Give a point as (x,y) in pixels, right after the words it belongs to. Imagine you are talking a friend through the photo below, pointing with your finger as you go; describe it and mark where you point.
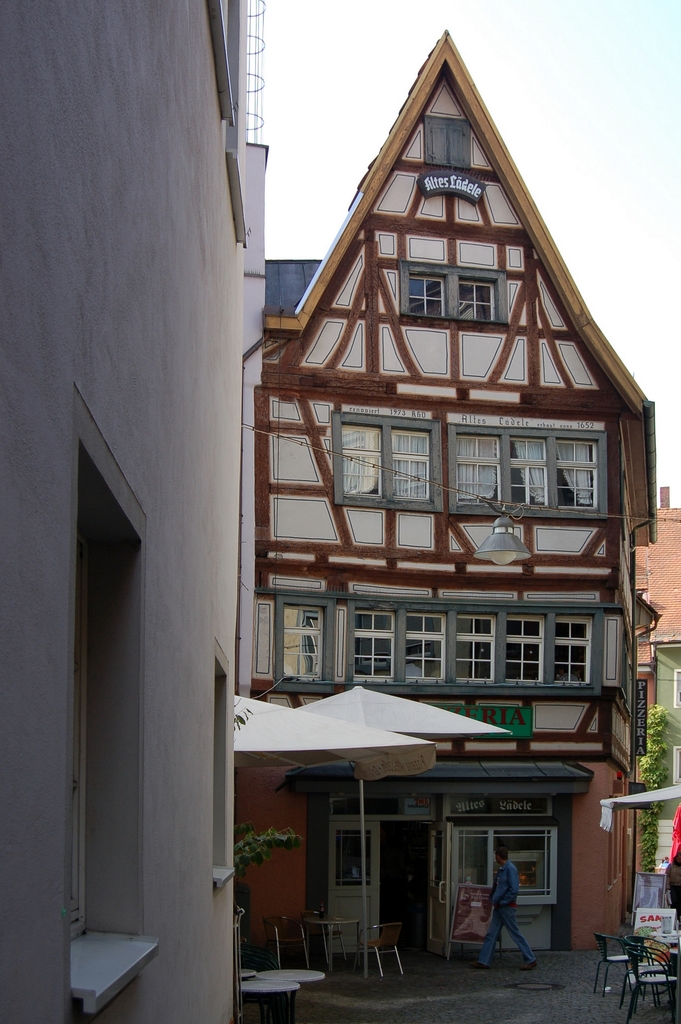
In this picture there is a building (503,472) which has a person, few chairs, tables (325,919) and umbrellas (394,742) in front of it and there is a building (132,663) in the left corner (70,517) and there are some other buildings (664,620) in the right corner (668,617).
